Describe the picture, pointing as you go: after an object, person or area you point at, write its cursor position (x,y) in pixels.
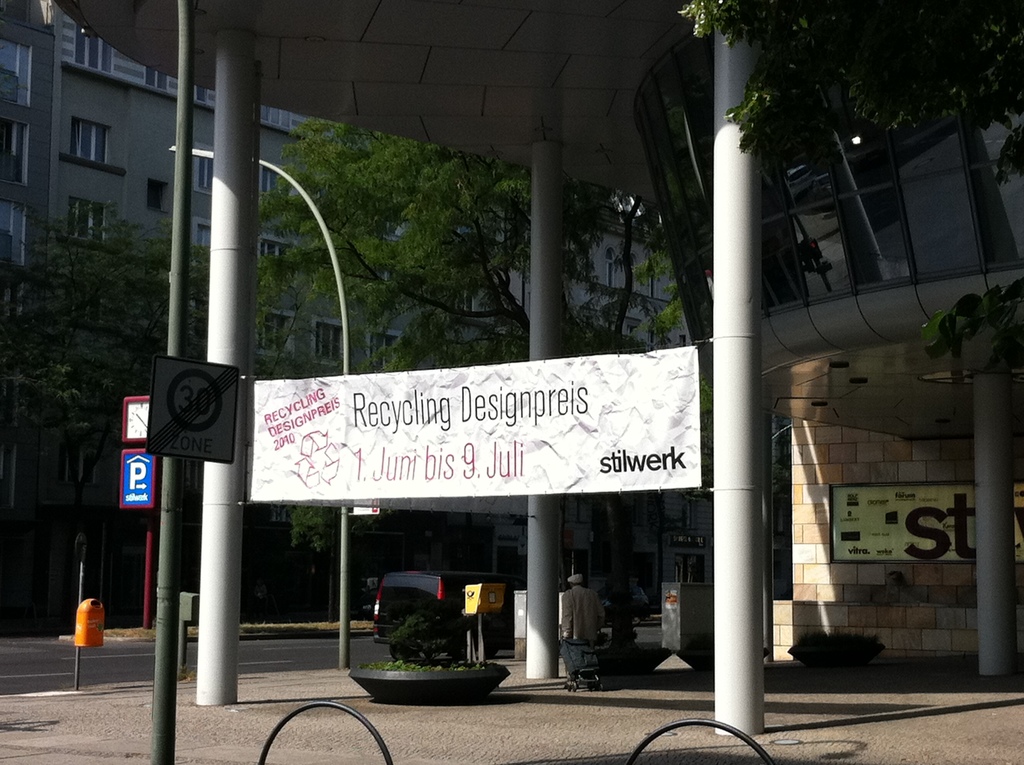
There is a banner (523,427) which has something written on it is tightened to a pole (225,191) on either sides of it and there is a buildings (92,190) and trees (323,150) in the background (309,184).
